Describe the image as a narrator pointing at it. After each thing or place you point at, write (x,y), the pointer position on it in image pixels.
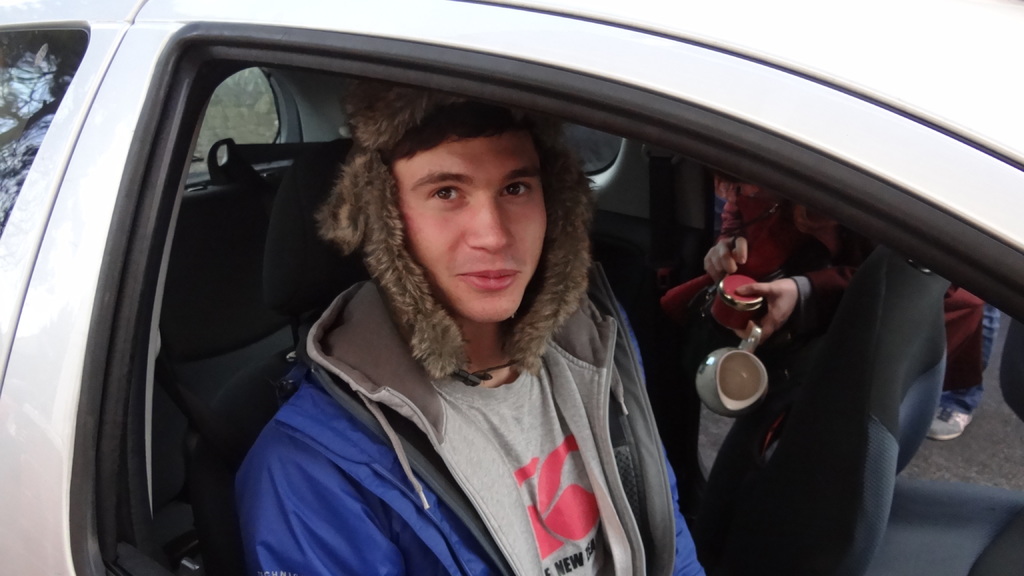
In this picture we can see a man (542,173) inside the vehicle (194,287). And a person (832,277) is holding a cup (728,383) and jar (741,320) with their hands (759,294).
